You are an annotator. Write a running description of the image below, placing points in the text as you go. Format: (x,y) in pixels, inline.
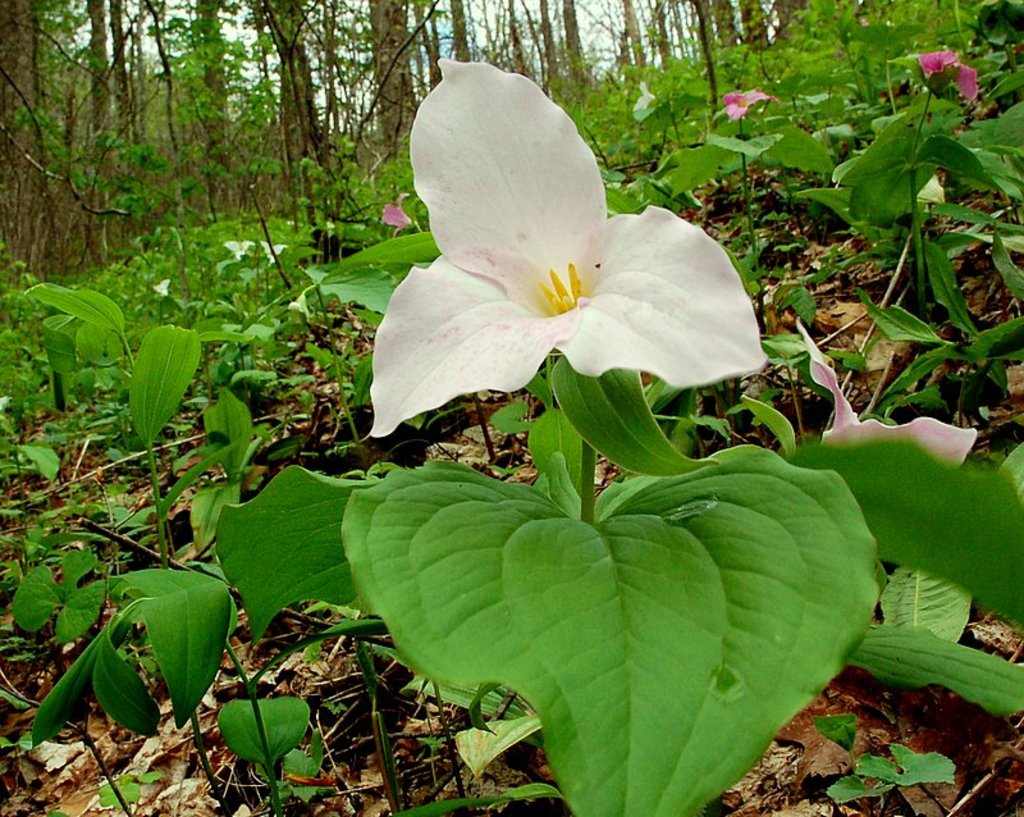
In this image, we can see some plants (678,460) with some flowers (732,362) on it and the plant (500,593) which is in the front (597,540) has a white flower (497,357) on it and at the back (275,151) there are tall trees (517,63) and the ground (925,726) is covered with all plants (44,454) and leaves (939,721).
